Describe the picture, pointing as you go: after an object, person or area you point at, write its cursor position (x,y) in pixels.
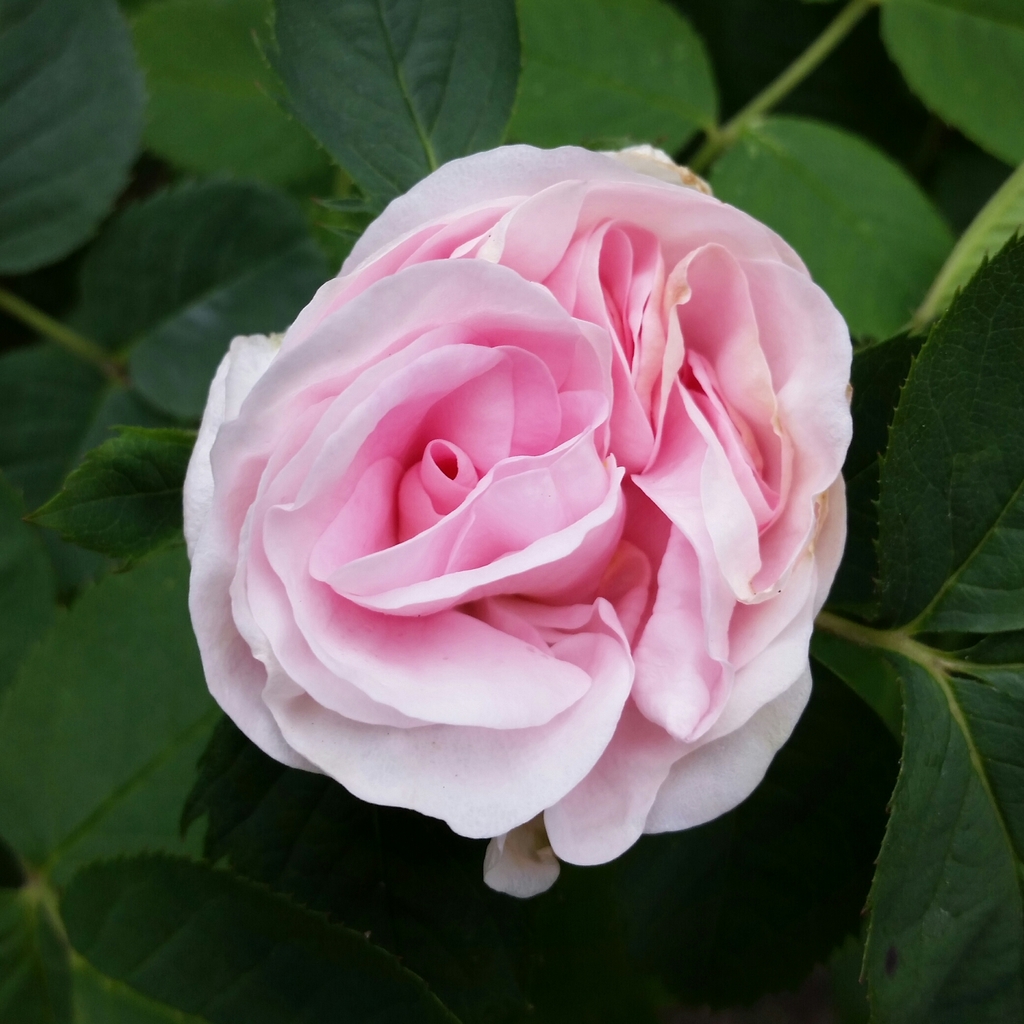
In the picture I can see a flower (552,415) which is in pink color and there are few green leaves (543,97) below it.
